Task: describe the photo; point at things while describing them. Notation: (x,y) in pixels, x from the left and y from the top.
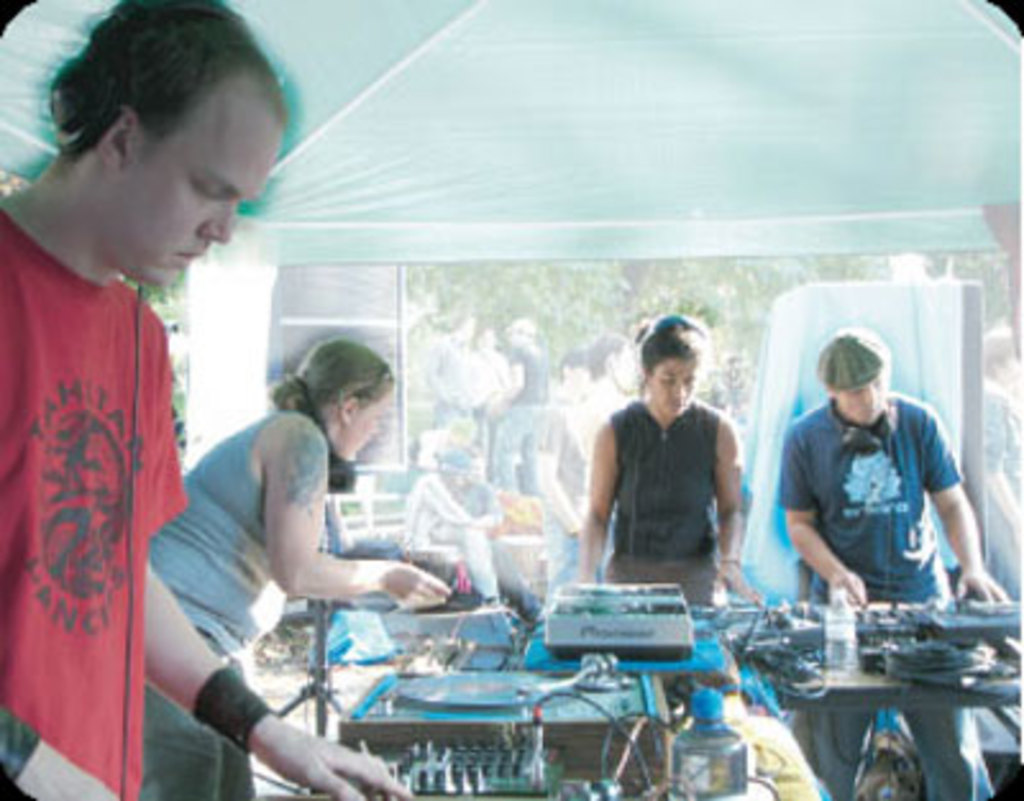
This picture shows a tent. We see few people (962,571) playing music, Couple of them (880,508) playing turntables (933,629) and a woman (355,441) wore a headset (354,473) and a man (335,767) controlling the sound and we see few people (522,378) standing and we see trees (617,288) and a speaker (814,360) on the side and couple of water bottles (720,755) on the table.
